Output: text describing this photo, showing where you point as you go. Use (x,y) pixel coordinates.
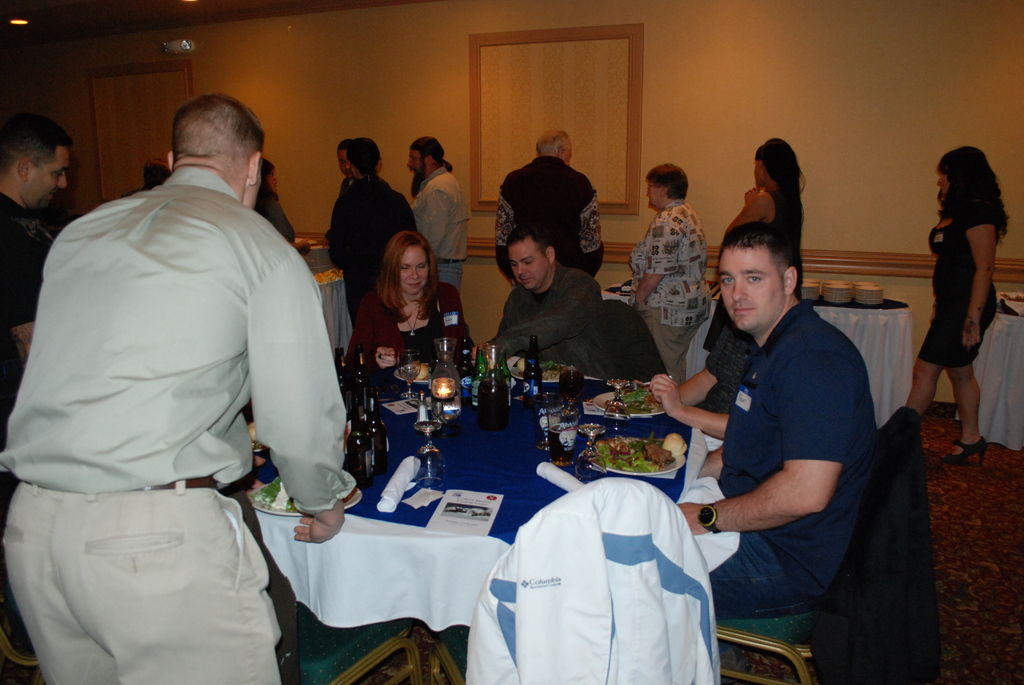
In this image I can see the group of people (580,302). Among them some people (670,249) are standing and some people (803,411) are sitting. In front of these people (793,509) there is a table (493,446). On the table (503,507) there is a plate (632,465) with food (647,467), glasses (540,418) and bottles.
